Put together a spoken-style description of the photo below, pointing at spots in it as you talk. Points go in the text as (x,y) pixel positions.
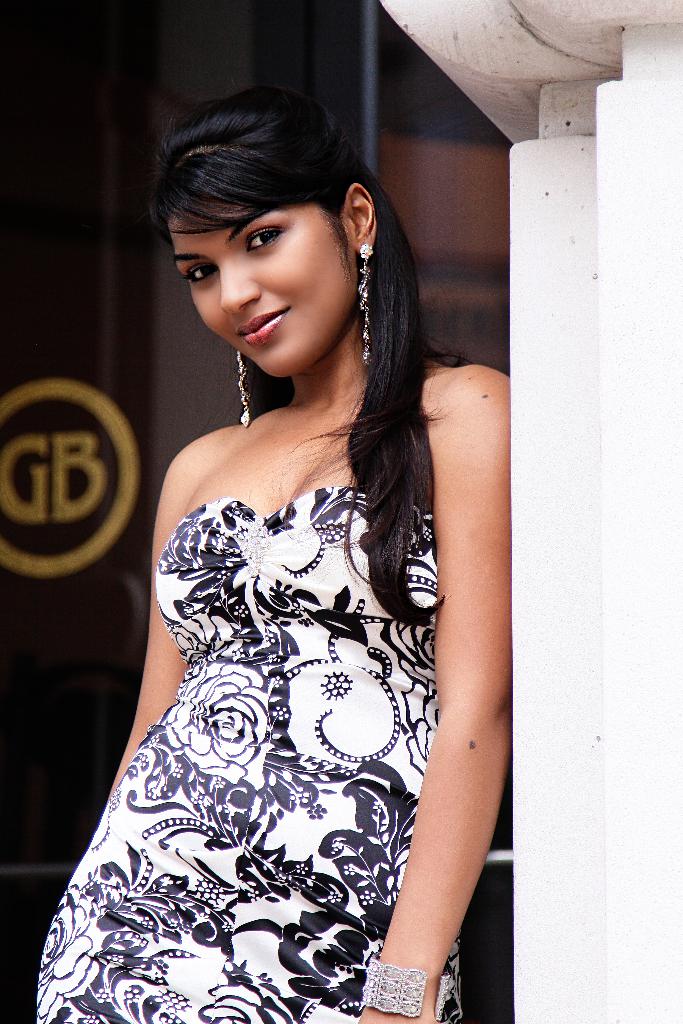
The woman (323,670) in white dress (282,900) is standing in front of the picture. She is smiling. She is posing for the photo. Beside her, we see a white wall (533,552). Behind her, it is black in color and we see a pole (378,60) in black color.
